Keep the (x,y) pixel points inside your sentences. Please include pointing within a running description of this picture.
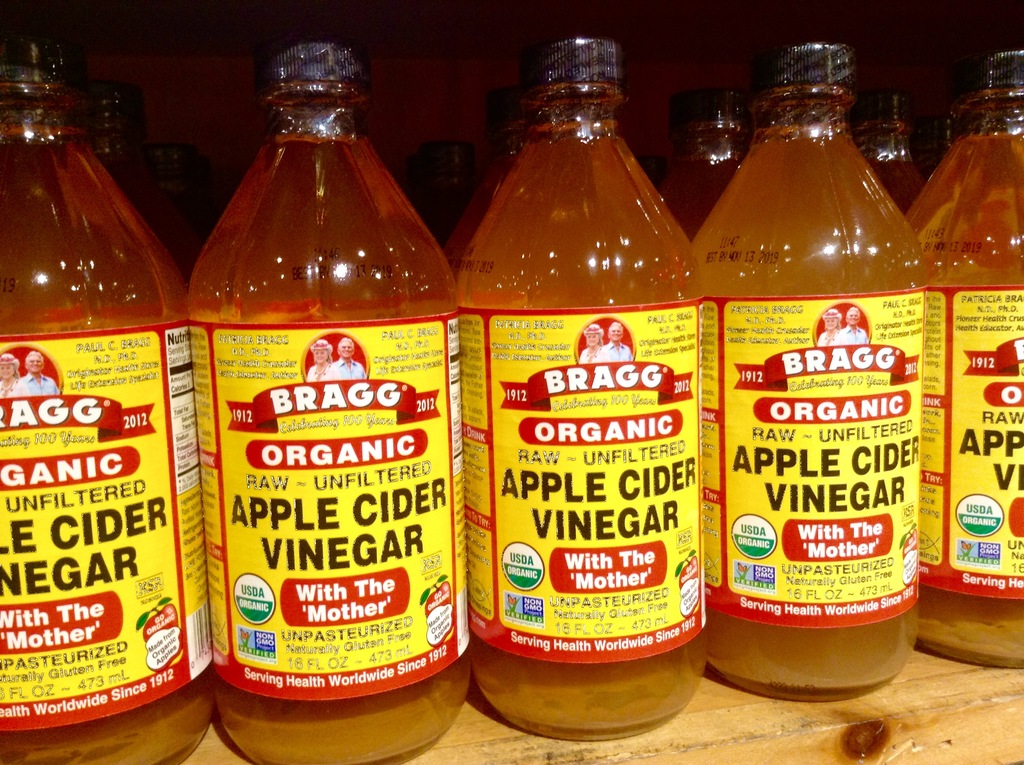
In this picture we can able to see bottles (131,287) filled with liquids (537,222). On this bottles (844,470) there are stickers (384,460).
